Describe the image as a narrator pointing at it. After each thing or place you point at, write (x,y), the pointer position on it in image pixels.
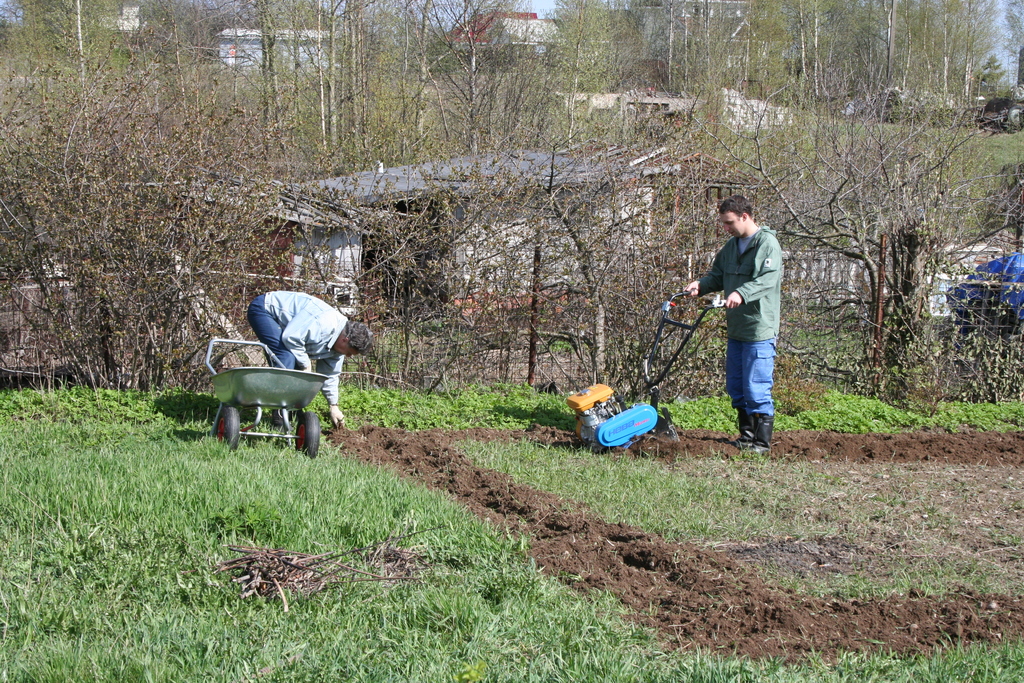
In the image we can see two men (762,303) wearing clothes (336,353). This is a soil (638,574), grass (152,554), trees (263,214) and buildings (522,16). We can even see the pale blue sky (999,38) and a machine (605,418).
